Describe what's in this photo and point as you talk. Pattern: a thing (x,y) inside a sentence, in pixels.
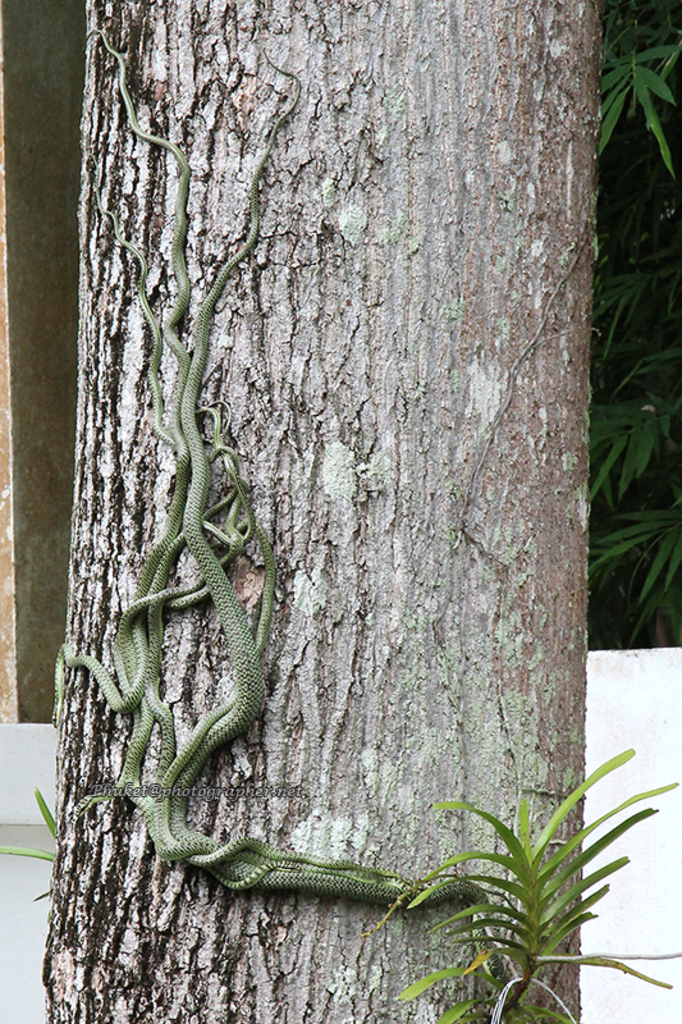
In this image I can see something on the tree (300,633).
